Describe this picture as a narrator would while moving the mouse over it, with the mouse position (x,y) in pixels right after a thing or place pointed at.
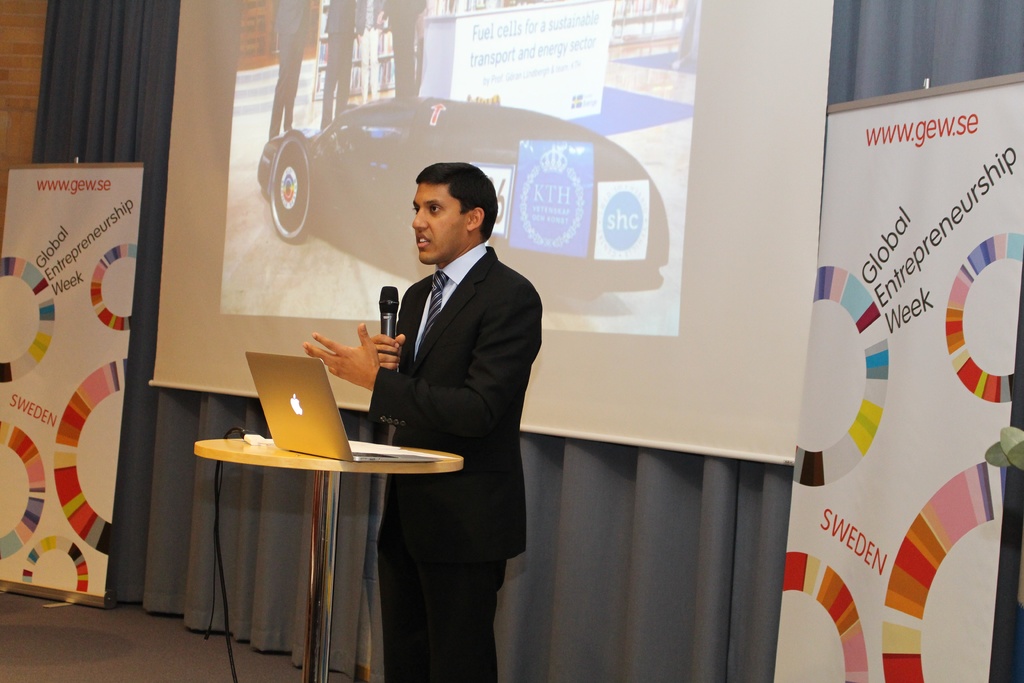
This image contains a person (484,229) wearing suit (529,335) and tie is standing and holding mike (395,316). Before him there is a table (218,448) having laptop (300,367) on it. Backside of him there is a display screen (742,265) in which there is a car (368,107), few persons (299,27) standing. Both sides of the screen (744,72) there are two banners (805,616).
